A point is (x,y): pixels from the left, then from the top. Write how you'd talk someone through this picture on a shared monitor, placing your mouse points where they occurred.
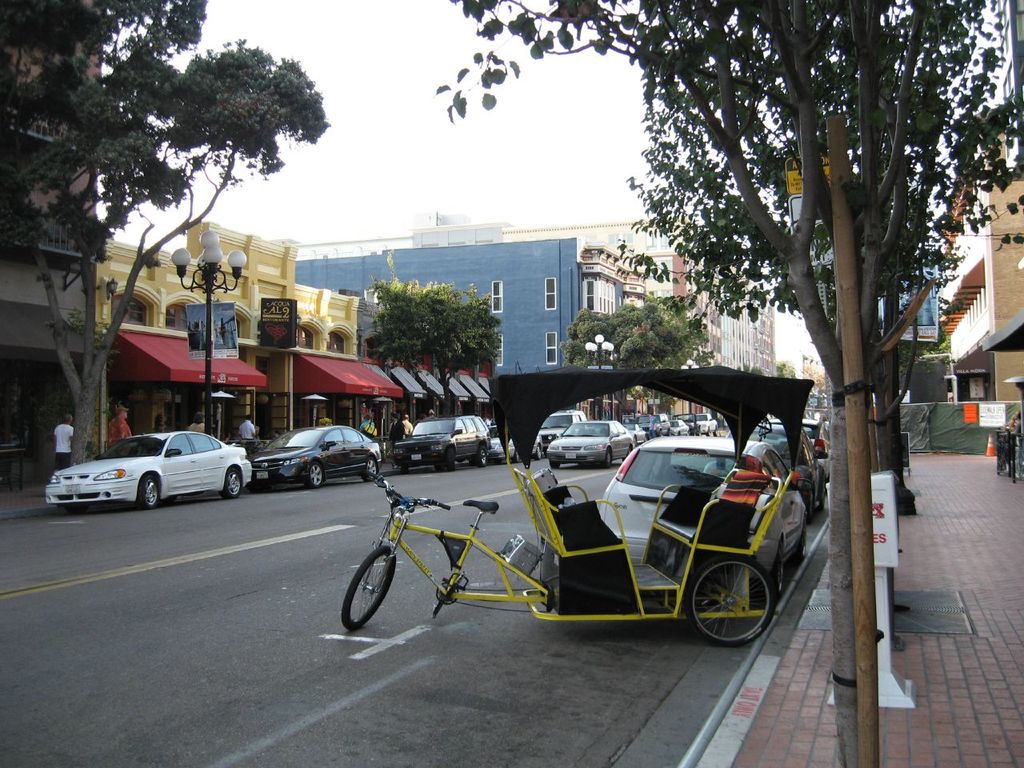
In this picture we can see cars (809,422) and a rickshaw (496,562) on the road (464,475), buildings (537,268) with windows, trees (626,342), poles (852,250), footpath (970,727) and some people (193,422) and in the background (550,136) we can see the sky (565,159).
